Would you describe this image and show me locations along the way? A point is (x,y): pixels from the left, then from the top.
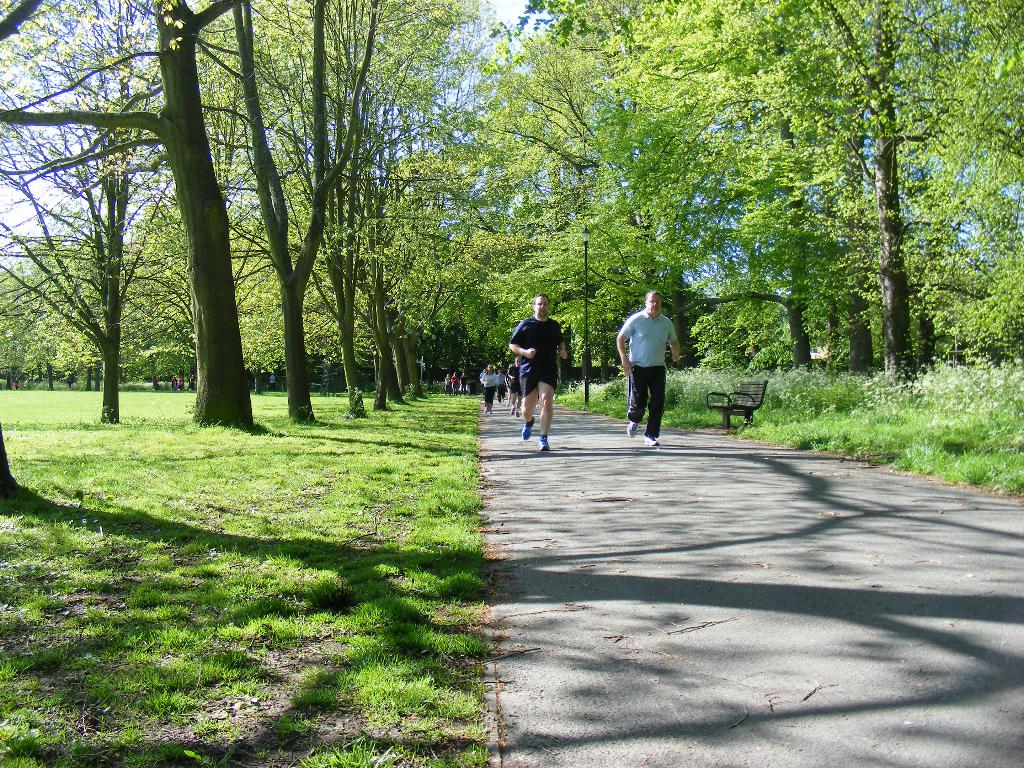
In this image we can see few people (532,359) on the road (709,527), there are few plants (779,395), trees (790,267) and a bench (737,406) on the right side (702,291), there are few trees (234,404) and grass (256,549) on the left side (61,190) and the sky (25,228) in the background (13,223).
